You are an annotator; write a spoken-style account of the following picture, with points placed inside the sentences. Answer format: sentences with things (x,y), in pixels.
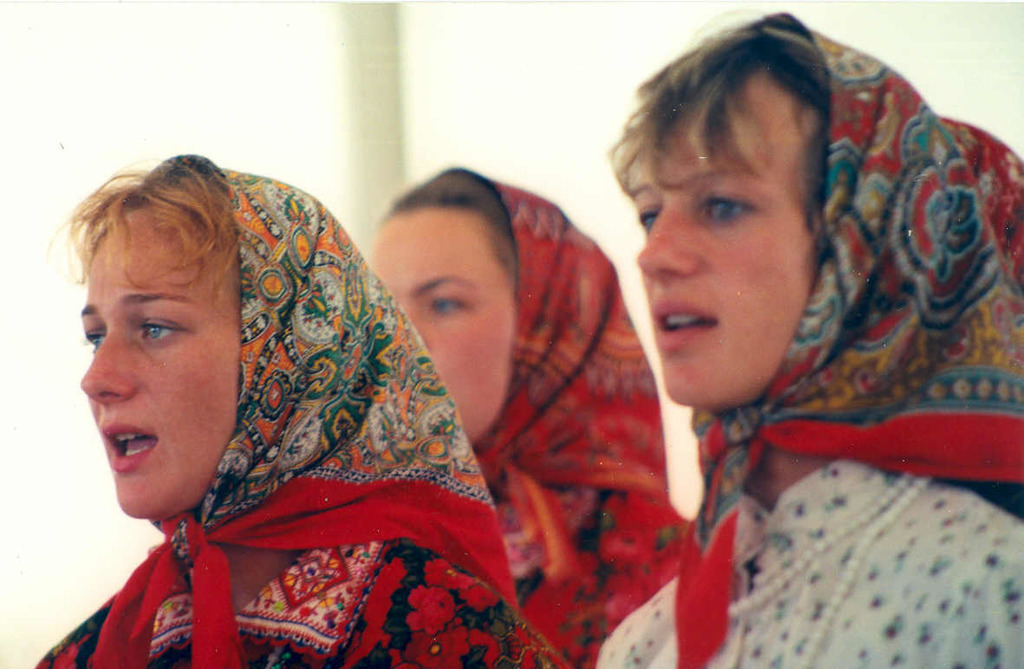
In this image, there are some women (467,548) standing and they are covering their heads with the scarves (552,495), at the background (177,132) there is a wall (253,118).
